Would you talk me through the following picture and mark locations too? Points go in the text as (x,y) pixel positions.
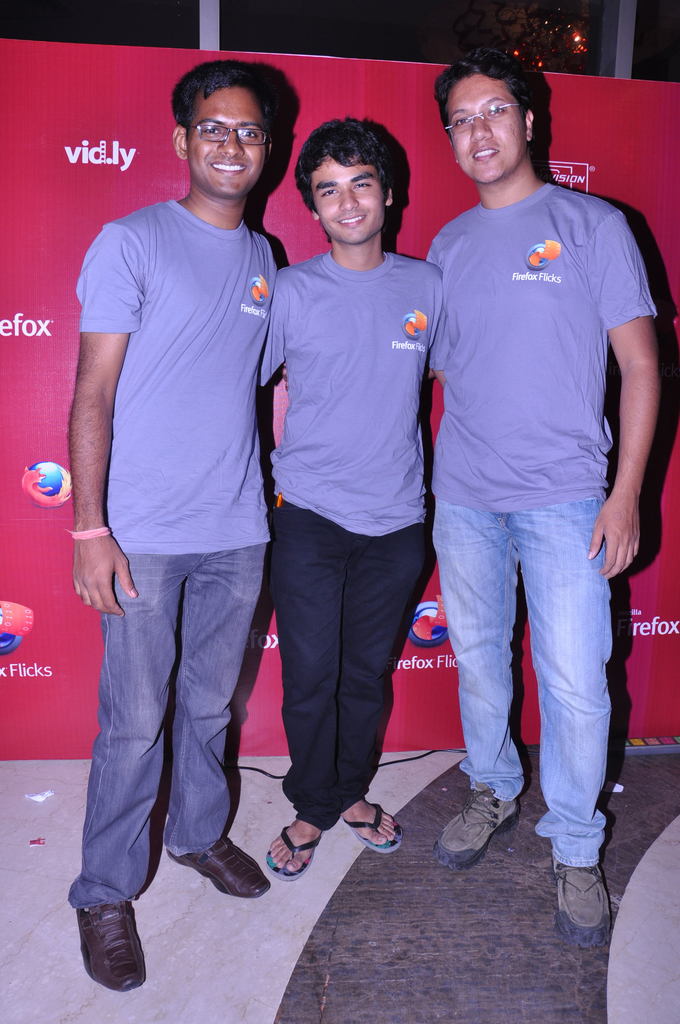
In this image we can see the people (327,344) standing on the floor (329,857). We can see a banner (85,202) with text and logo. And it looks like a window (520,48) in the background (493,35).
